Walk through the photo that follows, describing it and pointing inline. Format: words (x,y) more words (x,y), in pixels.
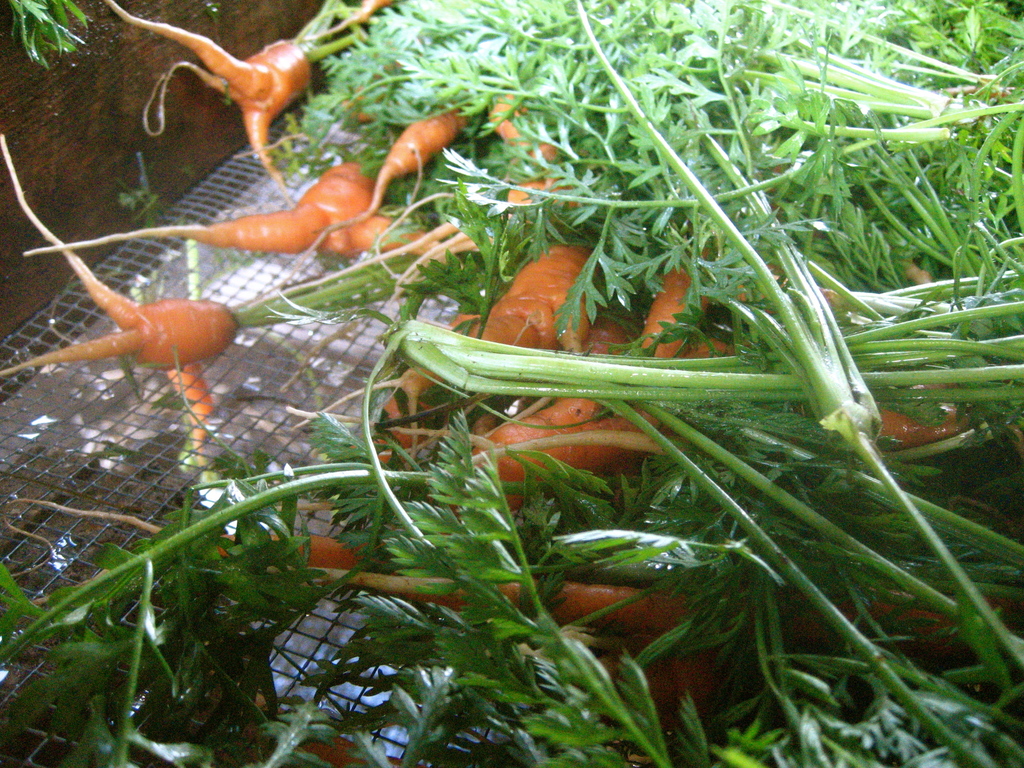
In this picture I can see some carrots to the plants (478,373).
